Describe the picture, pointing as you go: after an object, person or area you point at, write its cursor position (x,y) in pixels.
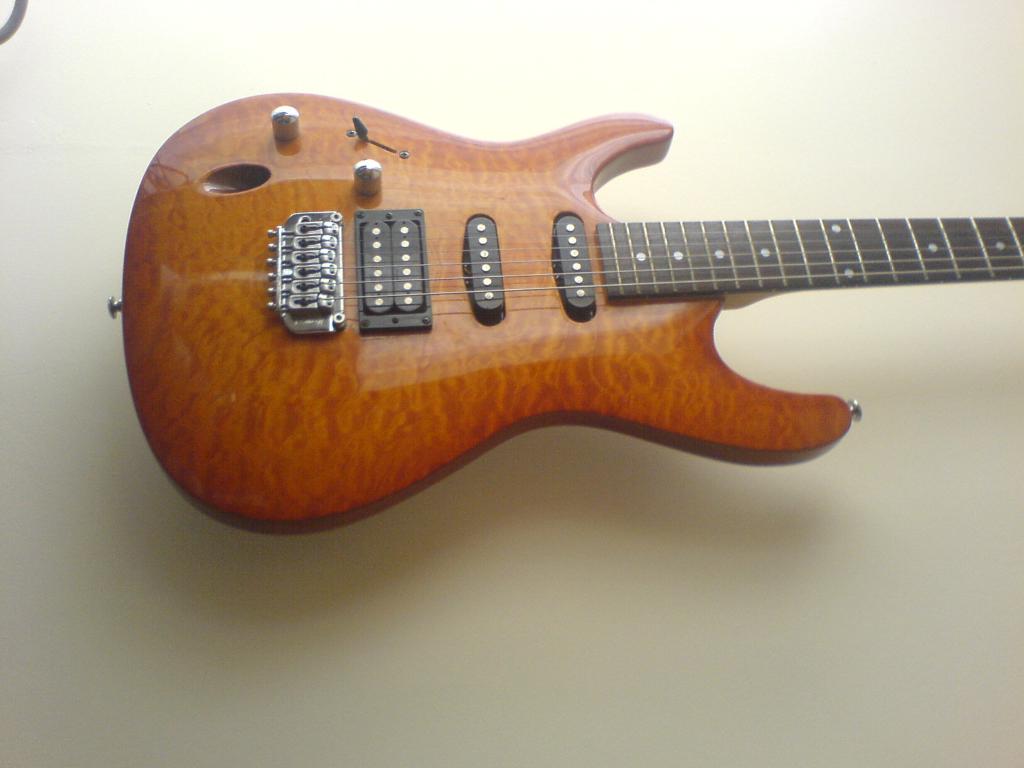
In the image there is a guitar (579,261) which is having six strings (990,259).
